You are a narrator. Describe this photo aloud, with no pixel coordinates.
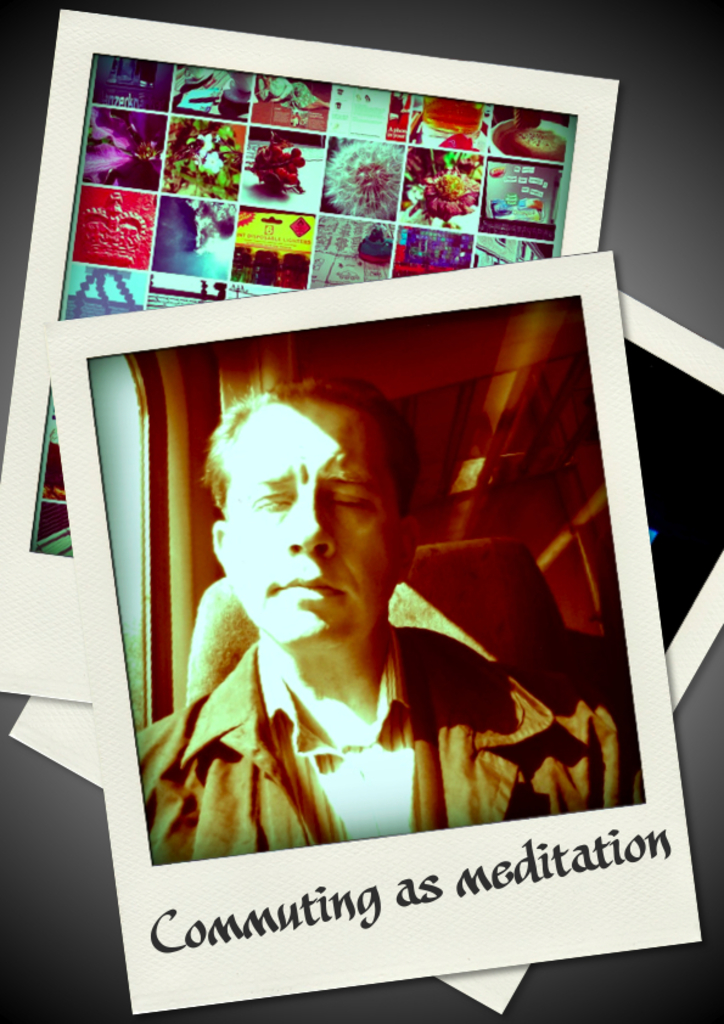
It is a edited collage image.
